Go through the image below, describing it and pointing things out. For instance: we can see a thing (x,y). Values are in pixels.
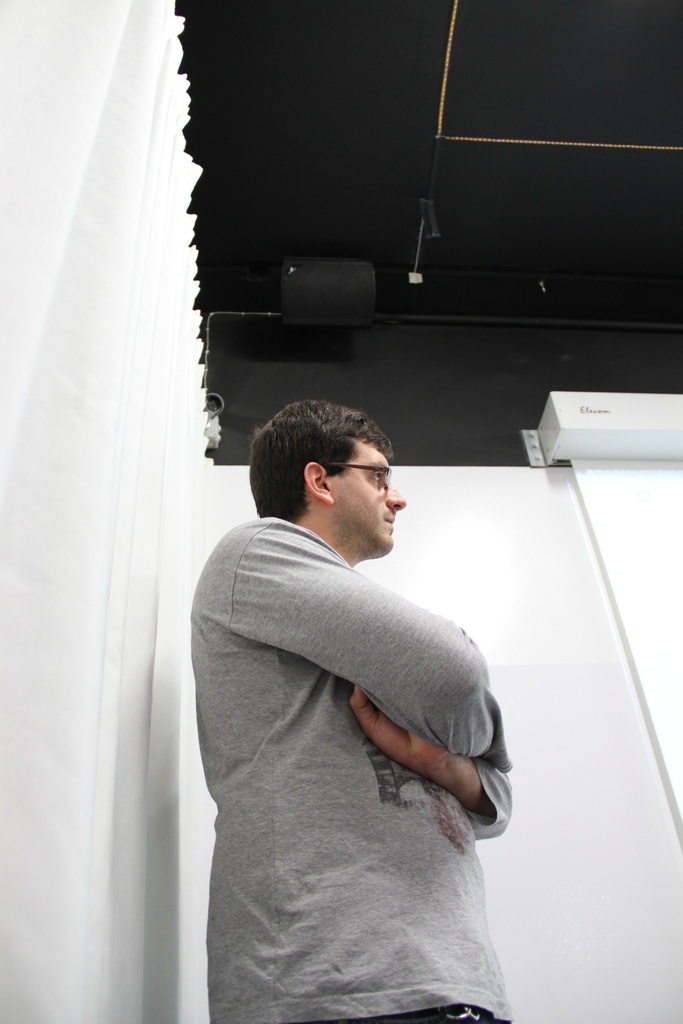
In the middle of the image (317,434) a man (386,443) is standing. Beside him there is wall (673,862). At the top of the image (658,19) there is ceiling (213,236).
